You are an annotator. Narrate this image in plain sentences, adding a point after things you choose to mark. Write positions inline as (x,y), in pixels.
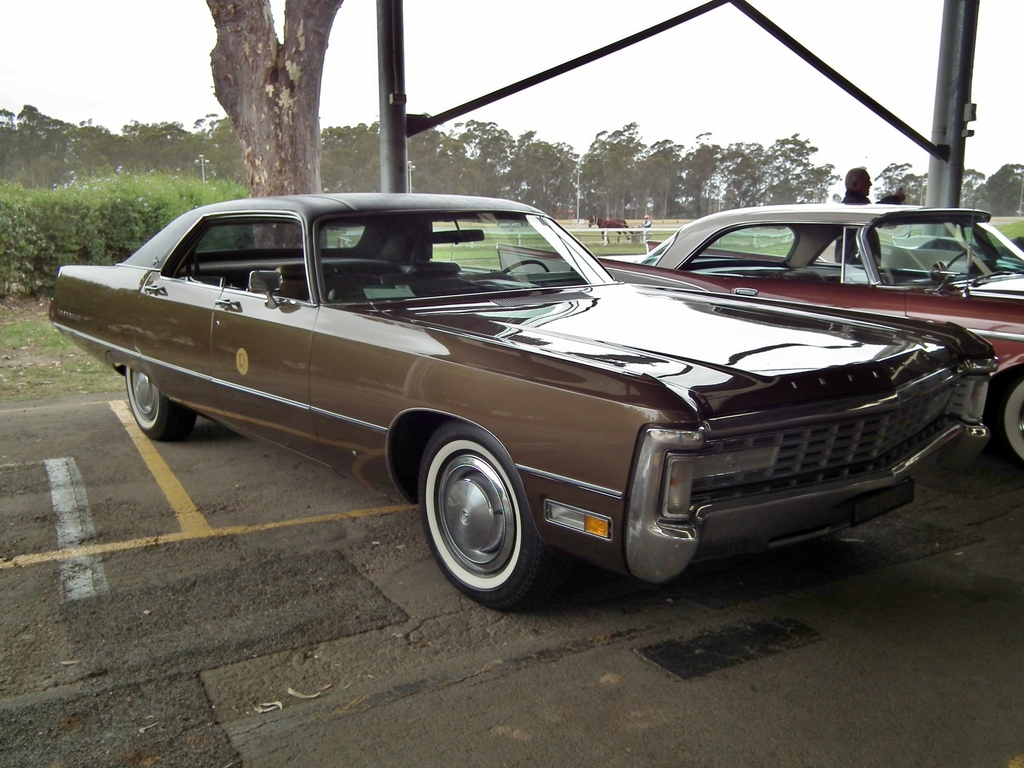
In this image there are two cars (728,373) on the road (377,520). Beside the car (859,234) there is a person (865,172) and at the back side (639,159) there is a horse (619,222) and trees (267,162).
